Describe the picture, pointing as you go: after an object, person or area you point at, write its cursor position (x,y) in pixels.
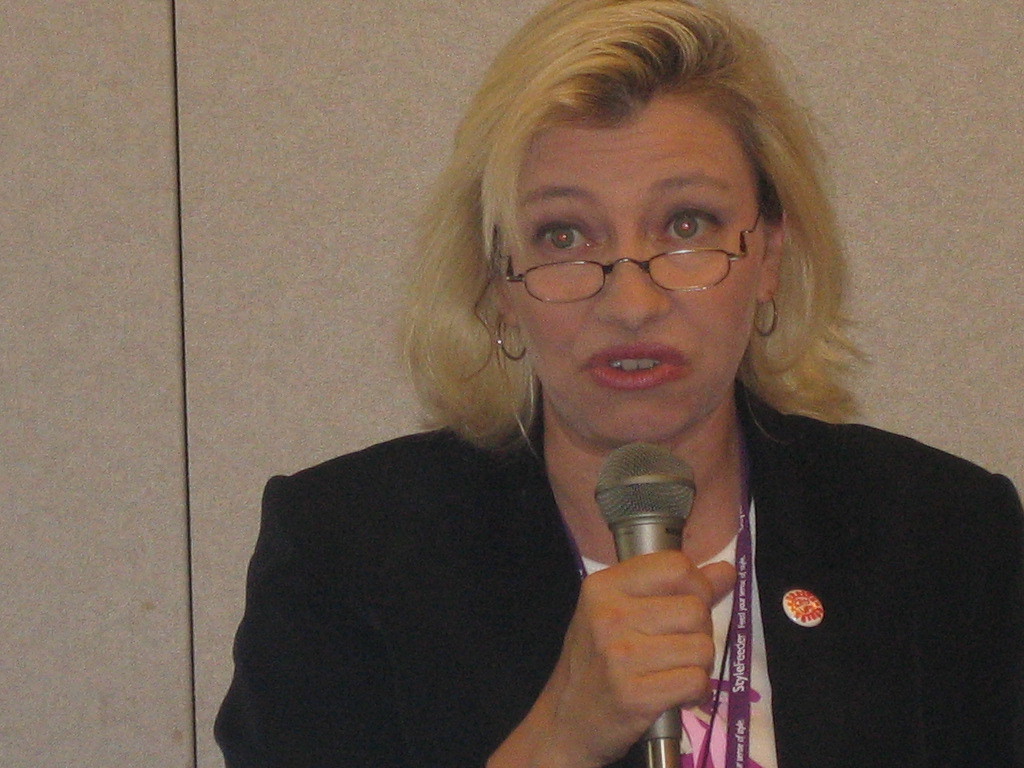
There is a woman (440,537) in the picture wearing a coat (851,671) and a tag (734,632) in her neck (723,512). She is holding a mic (676,479) in her hand (661,678) and talking. She is wearing a spectacles (713,260) and her hair (510,149) is yellow in color. Behind her there is a wall (160,360) in the background (277,317).
